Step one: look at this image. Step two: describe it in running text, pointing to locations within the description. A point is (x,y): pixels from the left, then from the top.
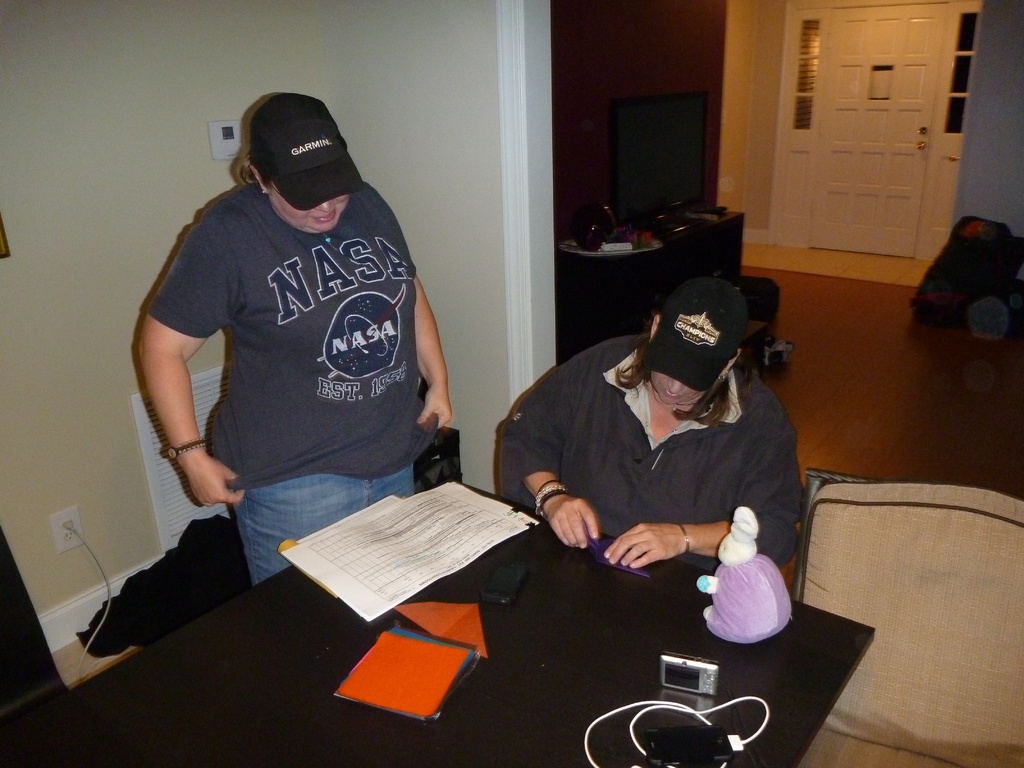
There are two persons (278,422) in the image. This is a table (592,635) at which cell phones (504,586), some papers (414,575), camera (688,684), toys (762,597), cables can be placed. And this is a socket (65,538) where wire (88,545) is connected. This person (351,451) is wearing a cap (284,187) with a T-shirt (281,332) and trouser (298,484). At background (797,171) i can see a door (862,140) with the small windows (967,83) beside the door (932,79). Television (689,204) is placed on the television stand (723,255) and a bag (967,304) is placed on the floor (979,351). A woman (760,442) is sitting on a chair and doing some work.
